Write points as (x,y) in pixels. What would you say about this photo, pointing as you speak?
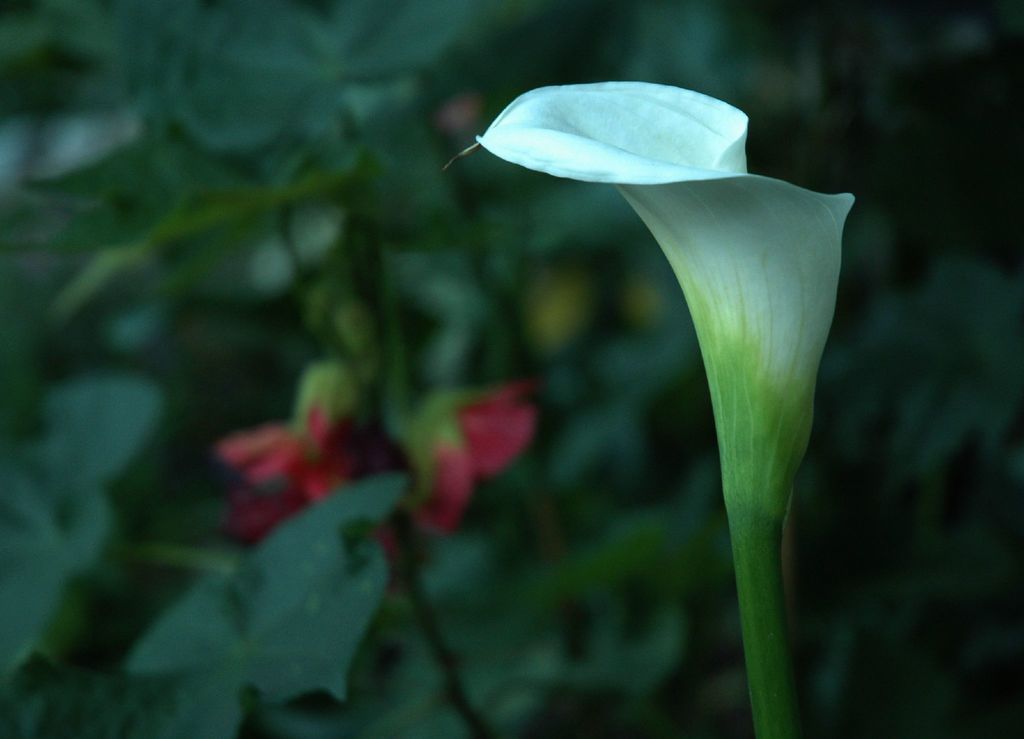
In front of the picture, we see the flower (713,216) in white color. In the background (423,274), we see the plants (340,332) and the flowers (308,436) in red color. This picture is blurred in the background (615,527).
